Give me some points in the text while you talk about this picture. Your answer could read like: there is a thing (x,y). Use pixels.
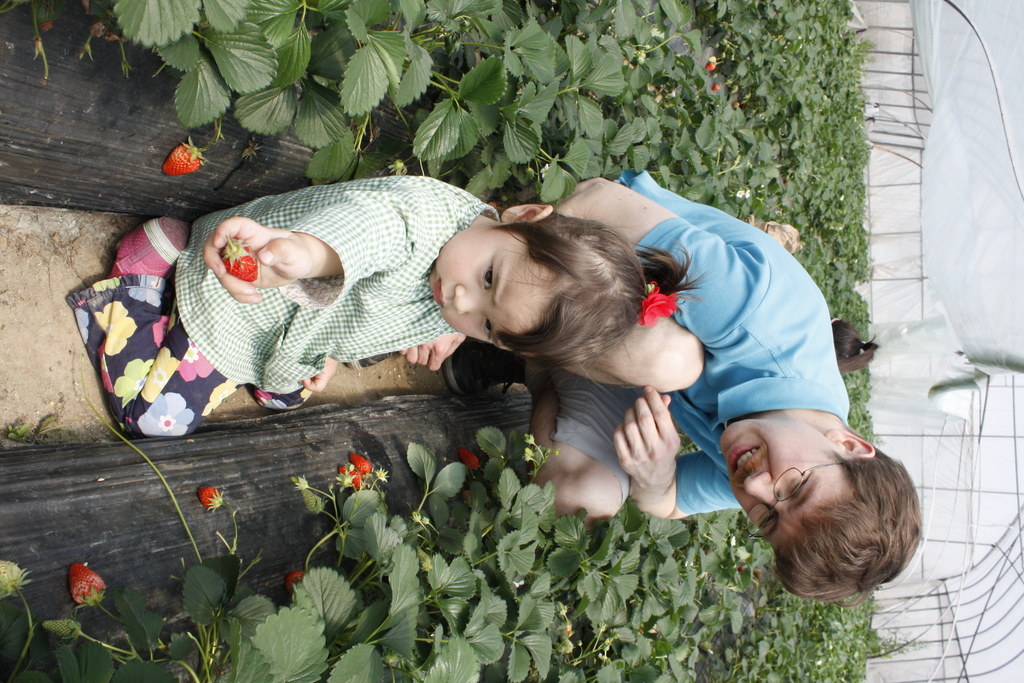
In this image we can see a girl (268,373) is standing on her knees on the ground (80,348) and beside there is a man (752,404) in squat position on the ground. To either side of them we can see strawberry plants (699,106). In the background (1018,268) we can see poles (979,33), tent (978,155), object (778,239) and a person's head (863,360).
